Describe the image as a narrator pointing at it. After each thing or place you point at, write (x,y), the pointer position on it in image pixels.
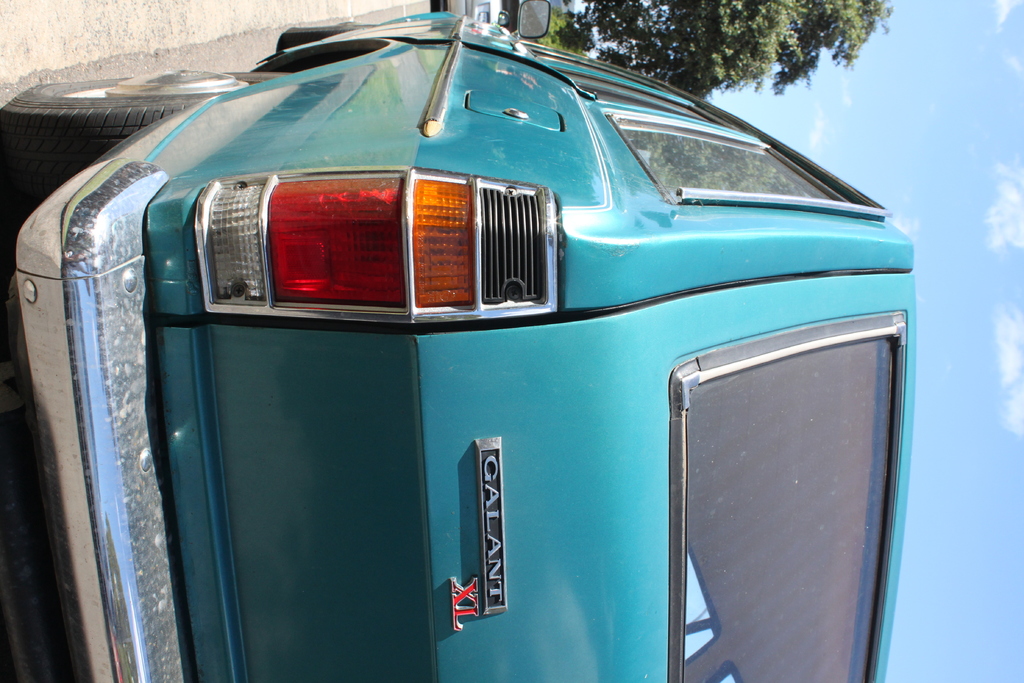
In this picture I can see some vehicles (401,204) are on the road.
